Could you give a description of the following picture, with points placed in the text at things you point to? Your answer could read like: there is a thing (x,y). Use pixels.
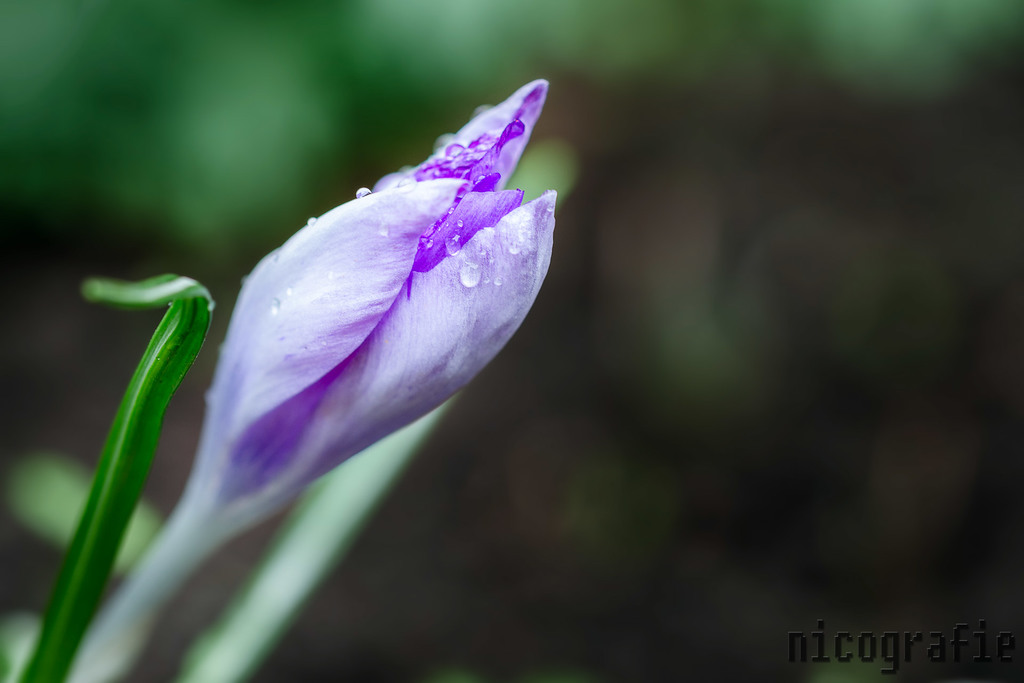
In this image I can see a flower (183,516) which is of purple in color and there are few water droplets (488,231) on it.
